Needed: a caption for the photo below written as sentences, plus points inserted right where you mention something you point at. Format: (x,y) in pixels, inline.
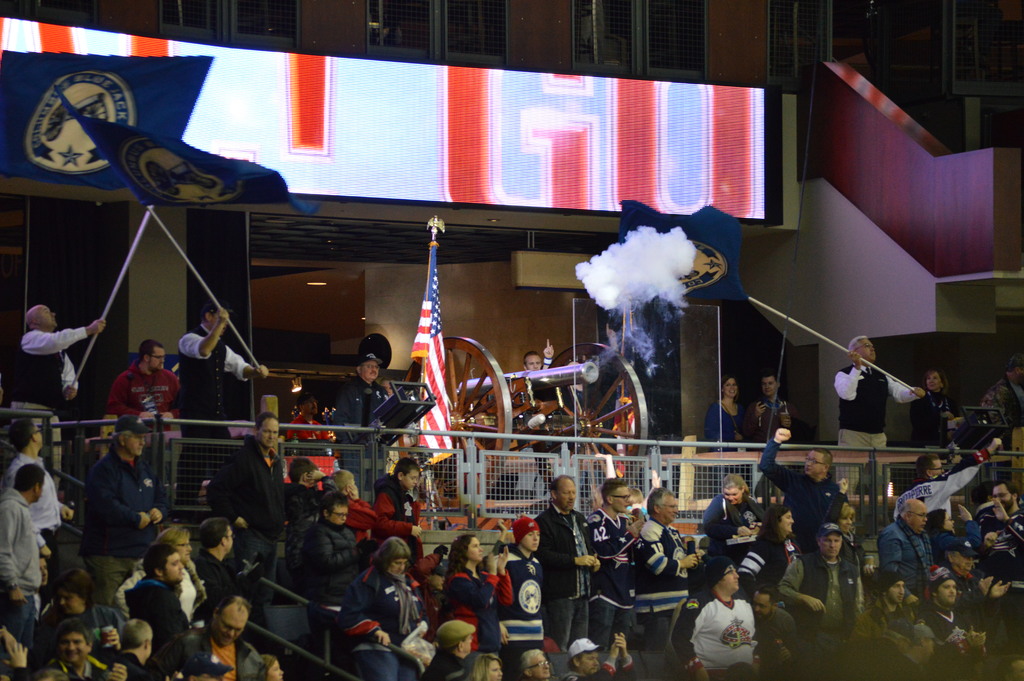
In this picture there are people (818,569) and we can see railings (248,424), cannon (451,361), smoke (644,342) and flags (655,219). In the background of the image (600,125) we can see board (335,61), building (595,17) and wall (762,4).
